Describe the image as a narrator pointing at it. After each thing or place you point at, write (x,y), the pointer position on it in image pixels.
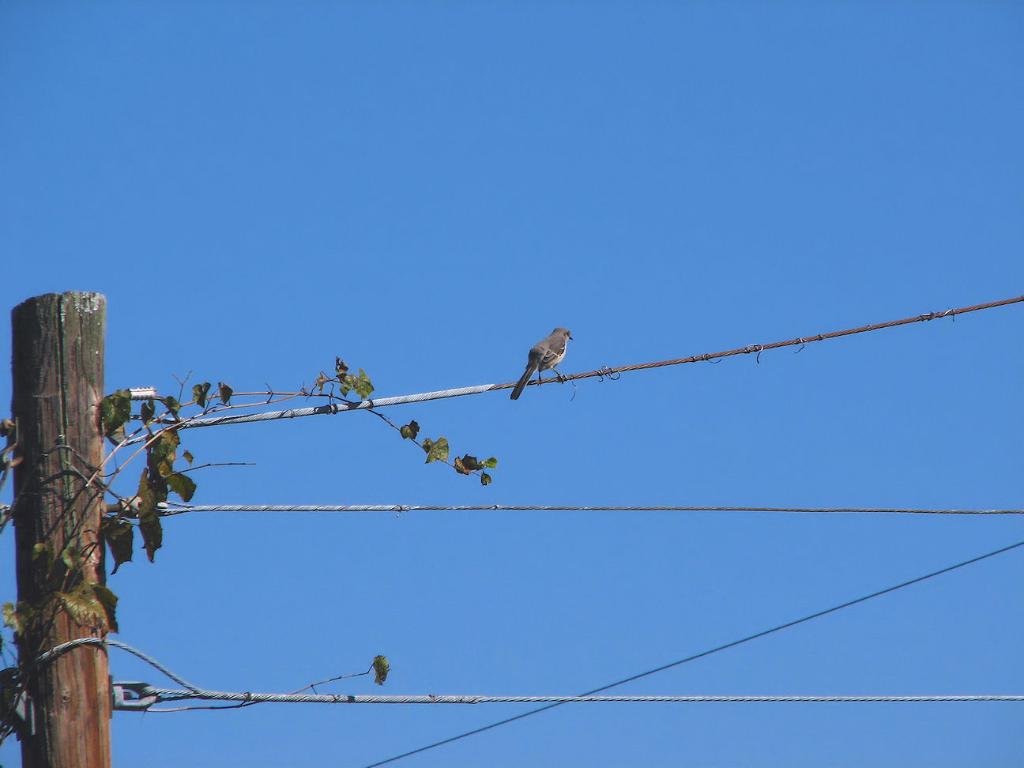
In this picture I can see a wooden pole (69,309) and few metal wires (332,511) connected to it and I can see a creeper plant (162,441) and a bird (532,368) on the wire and the bird (546,366) is black and white in color and a blue sky (515,274).
